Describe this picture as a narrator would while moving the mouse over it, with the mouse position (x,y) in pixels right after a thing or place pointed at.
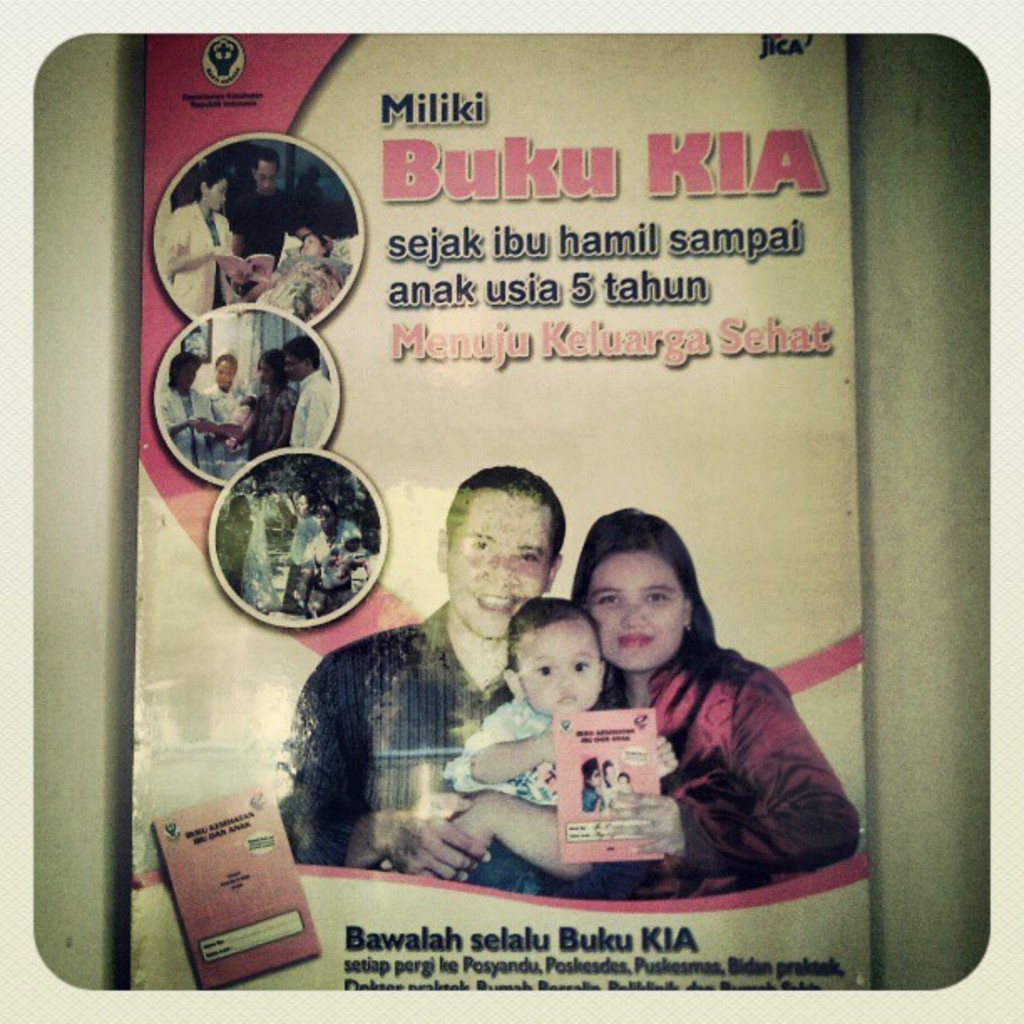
Here in this picture we can see an edited image, in which we can see a poster (135,973), on which we can see pictures (495,636) of people (478,646) and children (324,575) present and we can also see some text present on it.
